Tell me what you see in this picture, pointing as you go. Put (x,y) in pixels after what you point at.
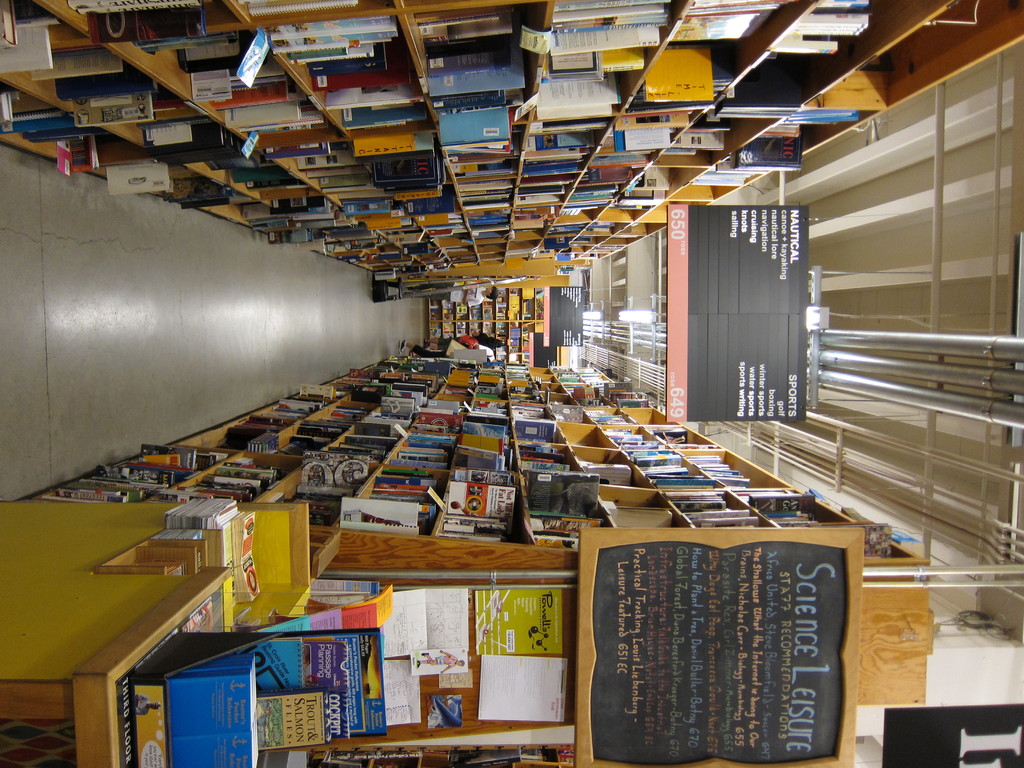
This image is taken in a library (519,283). At the top (435,138) and bottom of the image (471,572) there are two racks (591,450) with many shelves (531,544). There are many books (402,106) on the shelves (551,381) and there is a board (729,633) with a text (639,662) on it. There is a table (128,626) with a few books (263,687) on it. On the right side of the image (927,306) there is a roof (965,481) with iron bars (824,337) and lights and there are two boards (674,336) with text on them. On the left side of the image (200,355) there is a floor (241,321).
